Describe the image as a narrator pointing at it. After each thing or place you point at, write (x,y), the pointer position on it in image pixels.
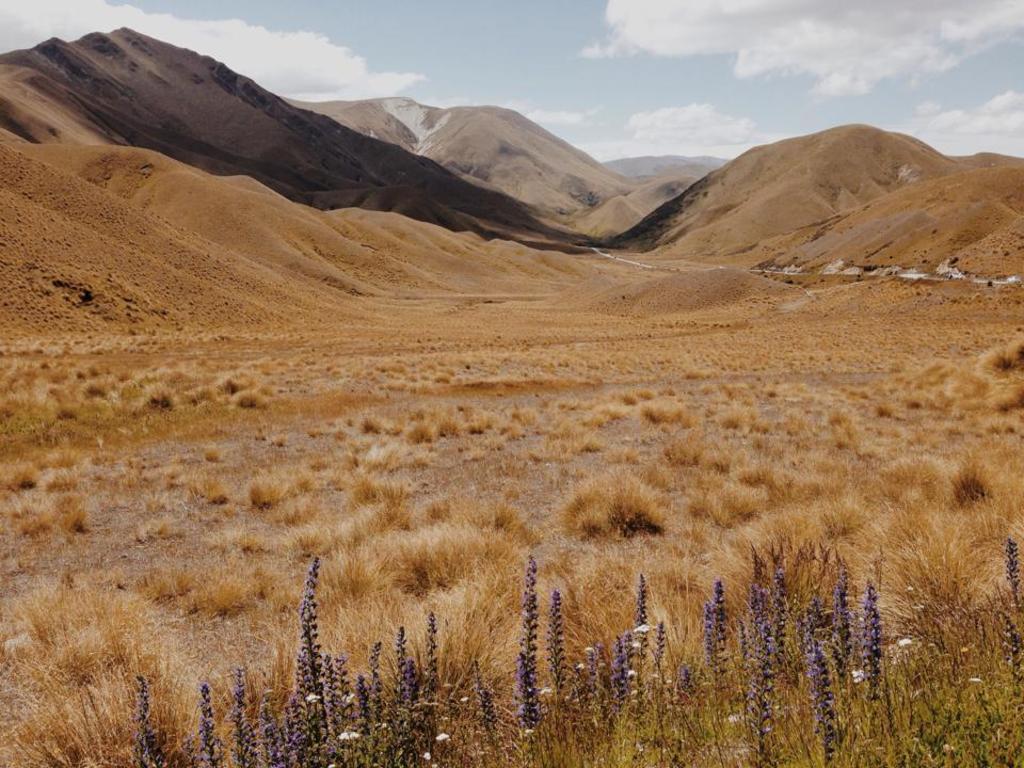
There are plants (617,683) and a grassy land (27,435) present at the bottom of this image (226,544). We can see mountains (420,241) in the middle of this image (501,269) and the cloudy sky (694,102) is in the background (681,77).
